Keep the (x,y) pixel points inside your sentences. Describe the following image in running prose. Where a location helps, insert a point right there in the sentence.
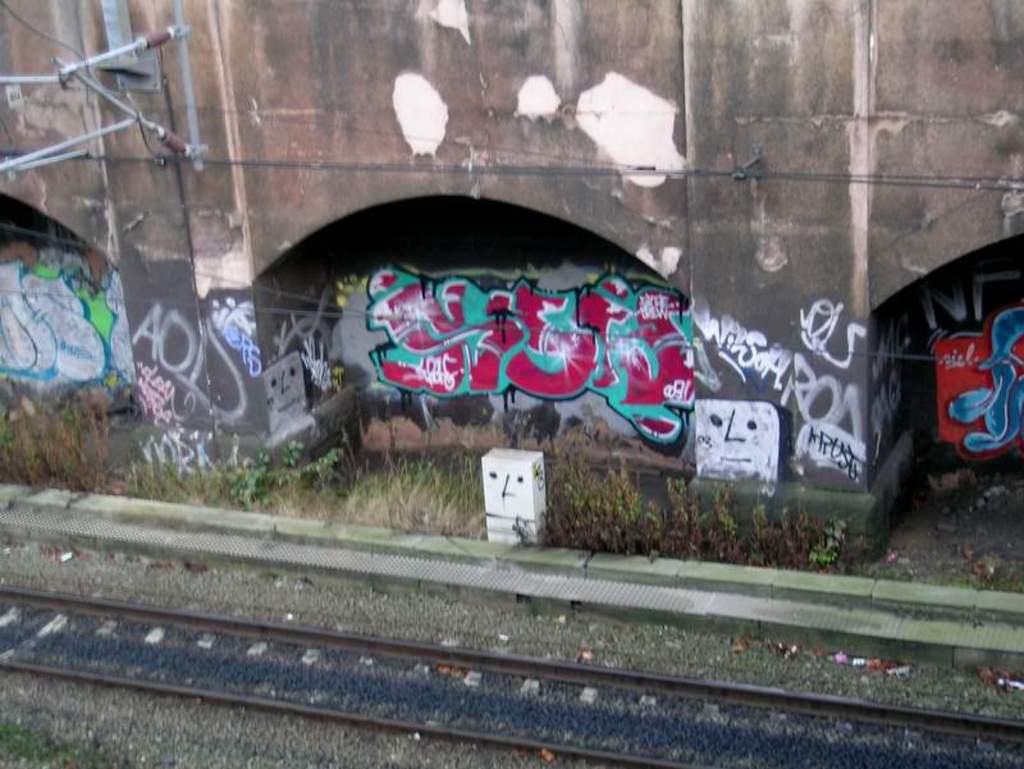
In this image I can see a track (783,738), background (532,496) I can see a pillar (500,517) in white color and I can see a wall (386,154) which is in gray and white color, on the wall (512,400) I can see few paintings (522,308) in multi color.
